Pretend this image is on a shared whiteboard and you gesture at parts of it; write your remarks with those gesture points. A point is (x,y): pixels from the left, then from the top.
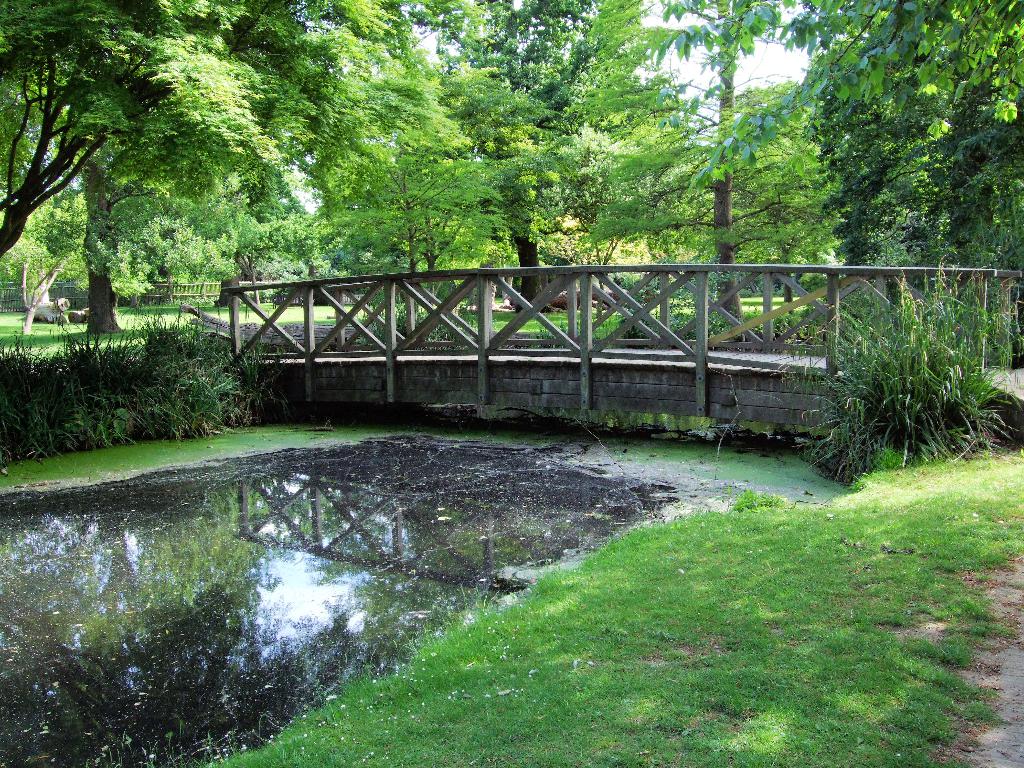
In this image I can see few green trees (538,256), water (353,539) and a bridge (687,283). The sky (683,71) is in white color.
